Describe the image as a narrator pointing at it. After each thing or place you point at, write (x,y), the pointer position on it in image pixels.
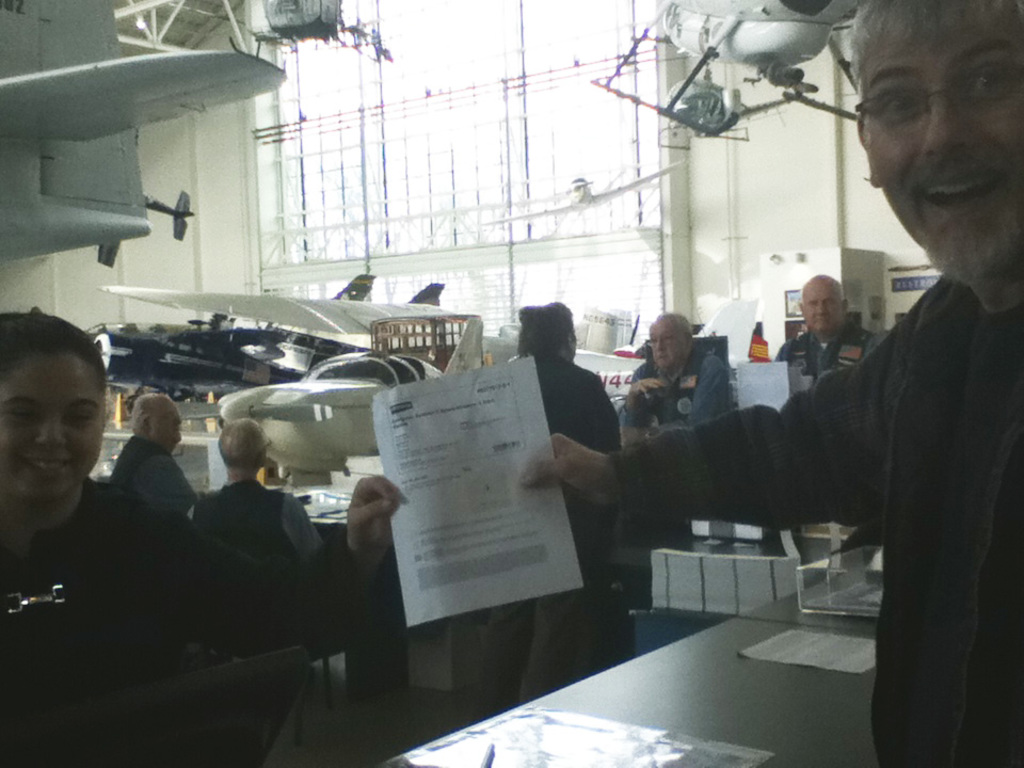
In this image we can see two persons (838,493) are holding a paper (494,533) and they are smiling. Here we can see a table (799,673), pages (768,645), people (675,319), chairs (157,750), planes (312,306), board (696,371), wall (697,233), and other objects (278,3).
